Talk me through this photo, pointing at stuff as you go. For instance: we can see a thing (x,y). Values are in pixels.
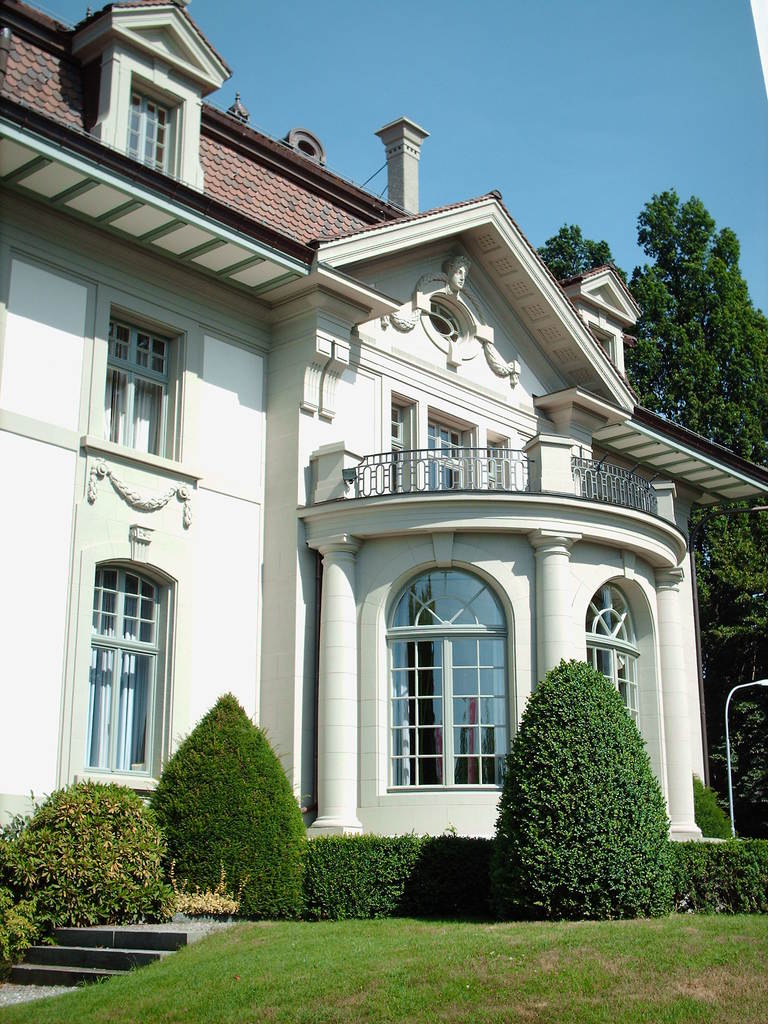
In this image we can see a building (281,544), few plants (333,840), grass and stairs (186,931) in front of the building (229,482) and in the background (751,575) there are few trees (640,280) and the sky (609,103).
